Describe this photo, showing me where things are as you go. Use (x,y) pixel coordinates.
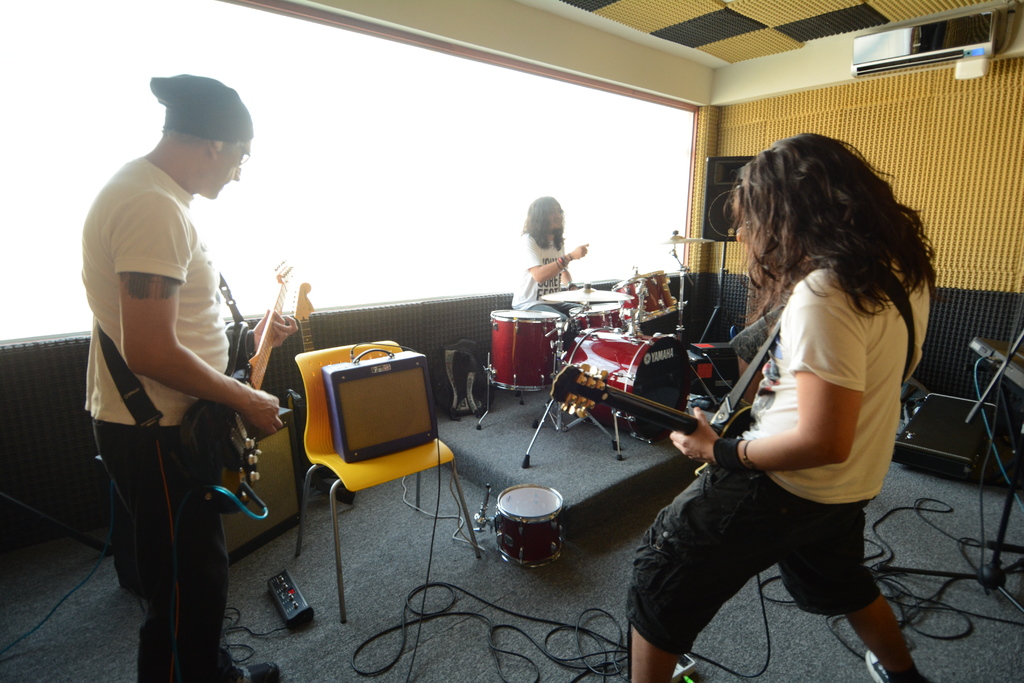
In this image, there is a floor (86,678) which is in grey color, There are some people (811,490) standing and holding some music instruments (246,427) and in the center (534,300) background there is a man (537,274) sitting and he is playing the music drums (643,347).
